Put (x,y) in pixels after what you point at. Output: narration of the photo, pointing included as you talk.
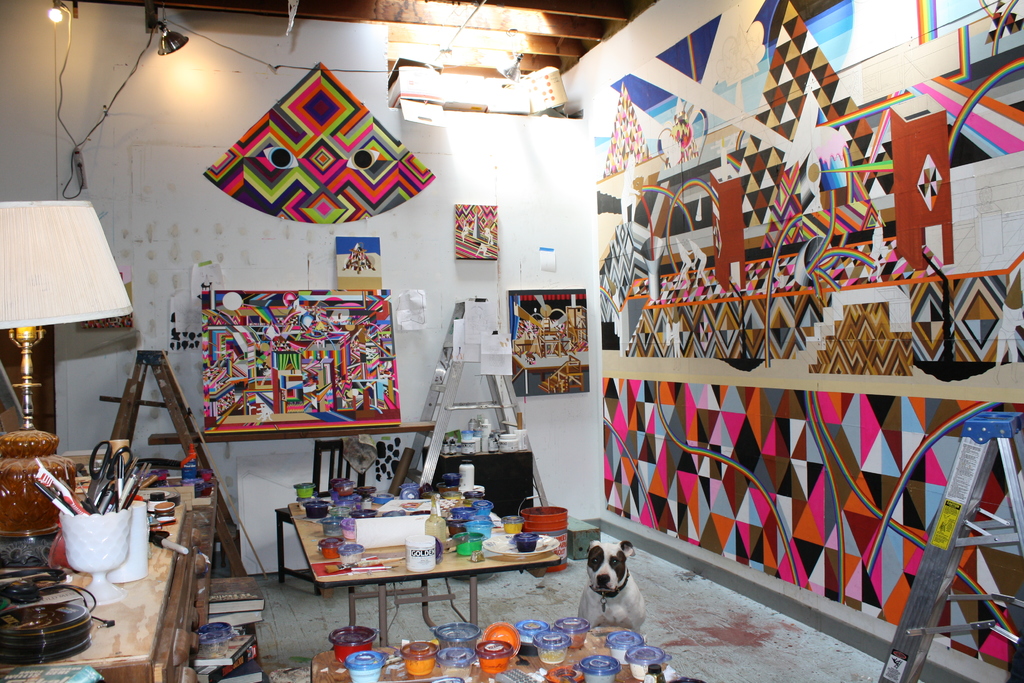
This image is taken inside a room (589,563). There is a dog (604,586) at the center of the image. There is a table (314,682) on which there are many objects (560,640). There are paintings (701,324) on the walls (194,198) of the room (118,225). To the left side of the image (98,609) there is a table (156,554) on which there are many objects (64,231). In the background of the image (155,124) there is a wall (134,99).
